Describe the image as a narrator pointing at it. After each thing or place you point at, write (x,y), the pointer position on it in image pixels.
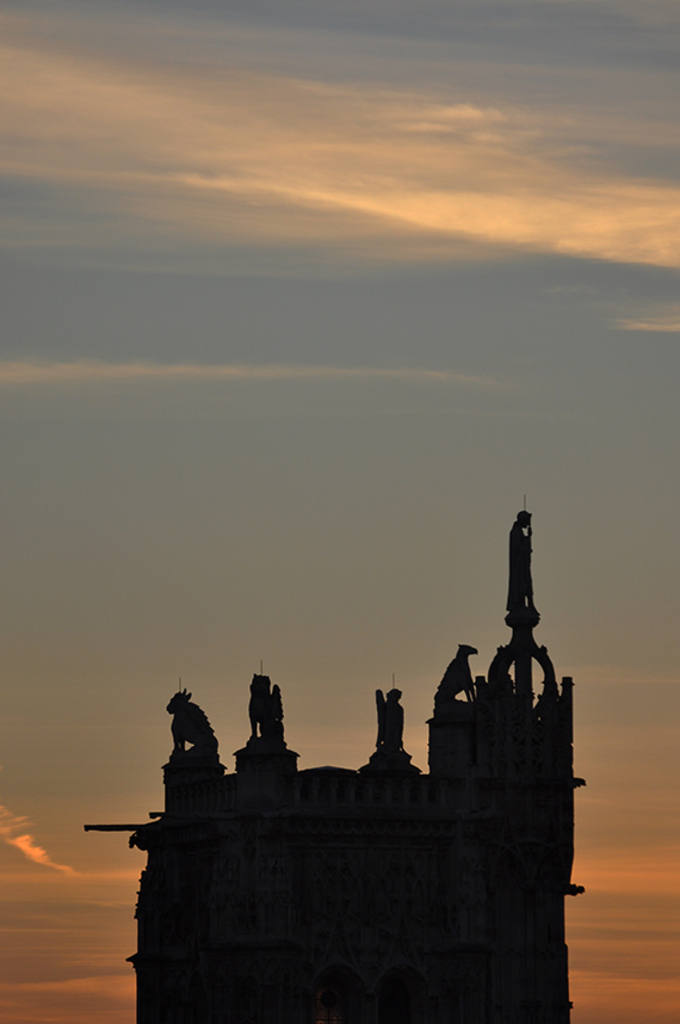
In this image, I can see a building (325,774) with the sculptures (185,719), which are on the top of a building (481,722). In the background (346,441), I can see the sky (406,379).
